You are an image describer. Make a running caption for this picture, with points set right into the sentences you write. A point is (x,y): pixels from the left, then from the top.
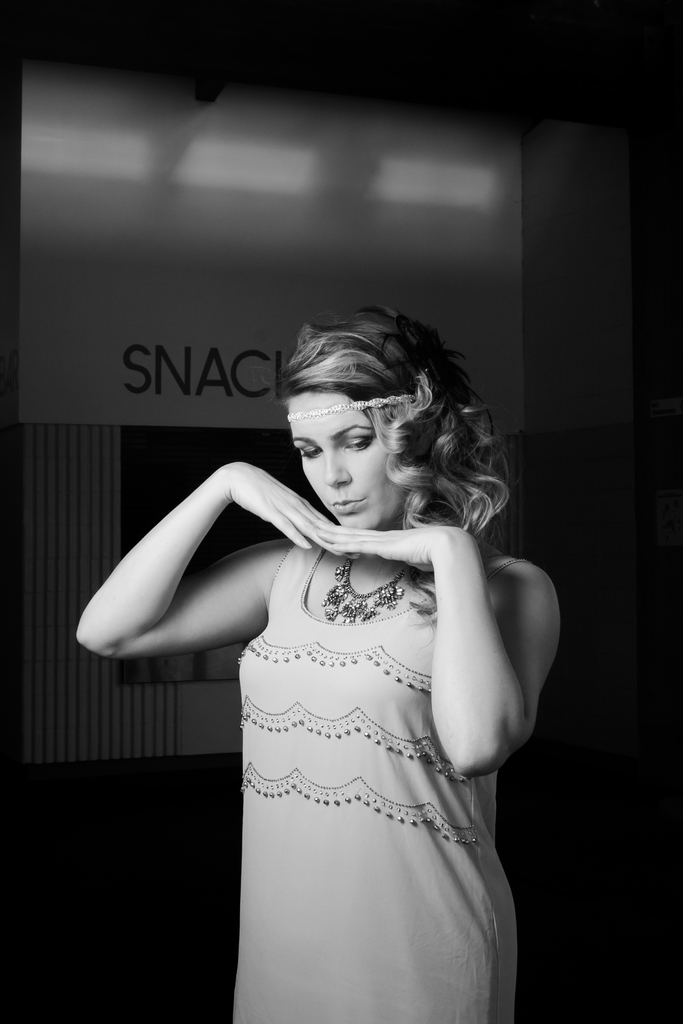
In this image in the foreground (449,573) there is one woman (425,683) who is standing, and in the background (518,282) there is a screen (275,234) and a wall (186,414).
